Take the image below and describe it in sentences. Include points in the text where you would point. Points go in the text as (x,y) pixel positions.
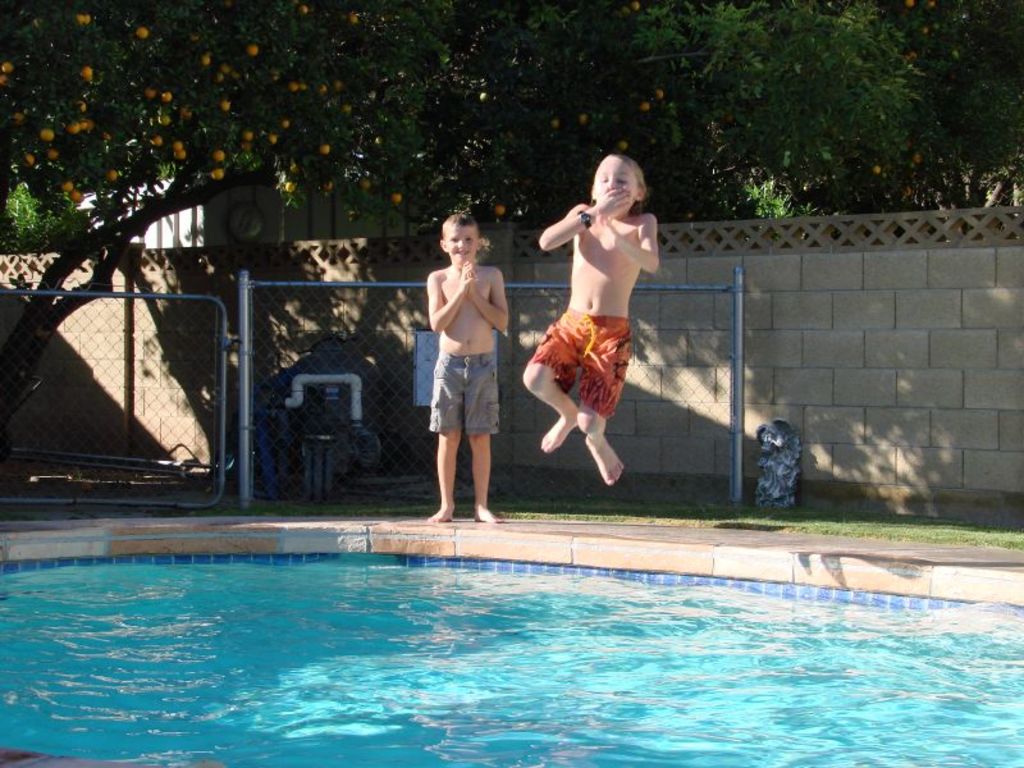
In this image I can see water (451,659) and two children (438,375) in the front (465,659). In the background (591,457) I can see fencing (60,362), grass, the wall (532,404), few trees (754,197) and number of fruits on trees (571,130).
